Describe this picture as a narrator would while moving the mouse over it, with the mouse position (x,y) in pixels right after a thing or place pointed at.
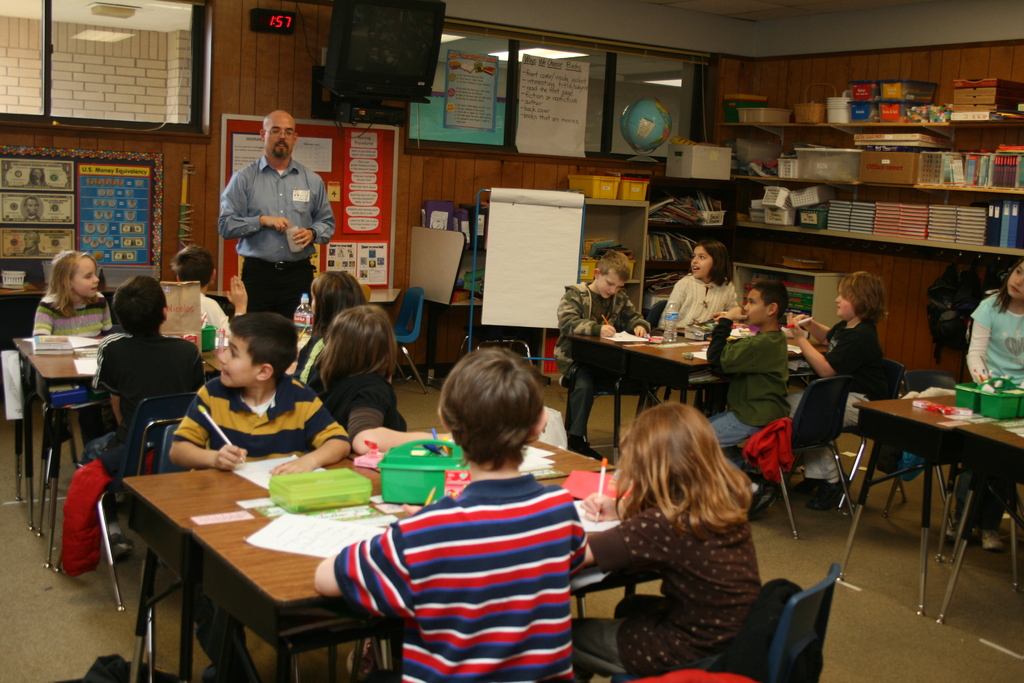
This image is taken in a classroom (457,112). The classroom (748,192) is filled with books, charts (488,102), tables (624,359), chairs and people (379,355). For every table (359,626) there are four children (467,533) sitting around. A person (282,228) wearing blue shirt (279,204), black trousers (268,289) is standing in the left of the classroom (228,254). There is a girl (980,341) towards the right (1009,367) and staring, there is a bag (980,292) besides her. In the background (362,53) there is a television (343,52), clock (270,29), window (151,60), a globe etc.
